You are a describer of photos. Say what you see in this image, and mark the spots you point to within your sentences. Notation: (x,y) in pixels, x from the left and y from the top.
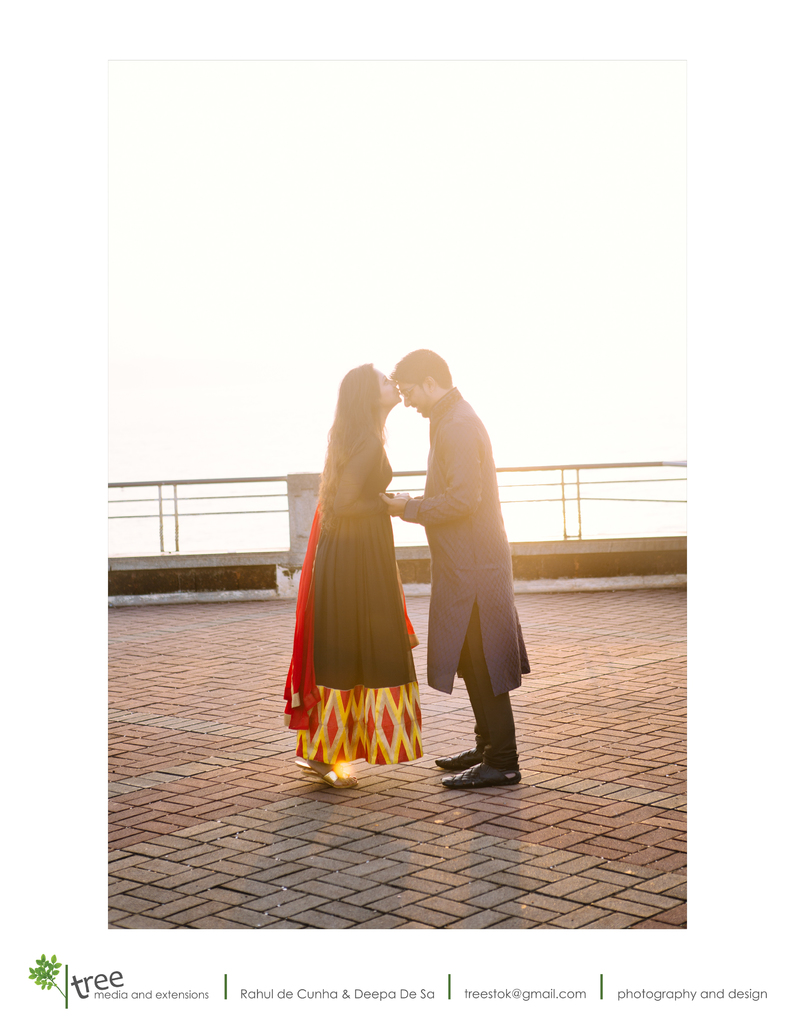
In the image there is a man (466,499) and woman (359,575) standing on the land (277,661) with a fence (595,499) beside them and above its sky (243,227).
